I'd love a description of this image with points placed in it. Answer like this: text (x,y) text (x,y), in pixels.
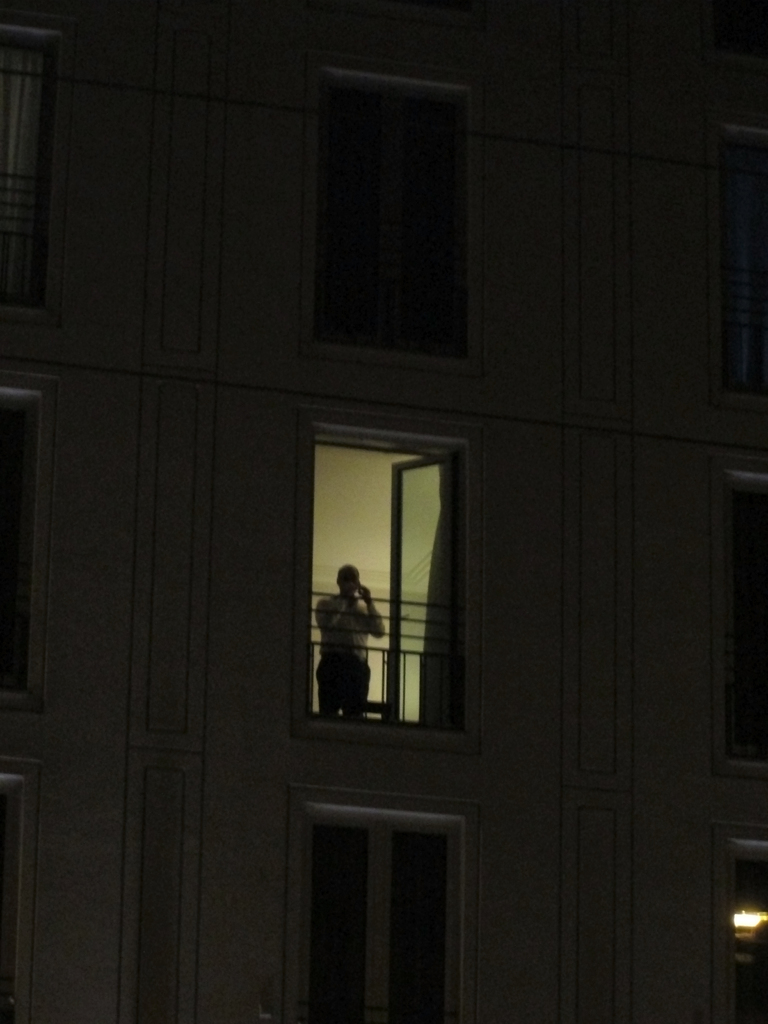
In the image we can see a building (203,666) and these are the windows (405,492) of the building (269,322). We can even see there is a person (349,645) standing and this is a light (755,917).
